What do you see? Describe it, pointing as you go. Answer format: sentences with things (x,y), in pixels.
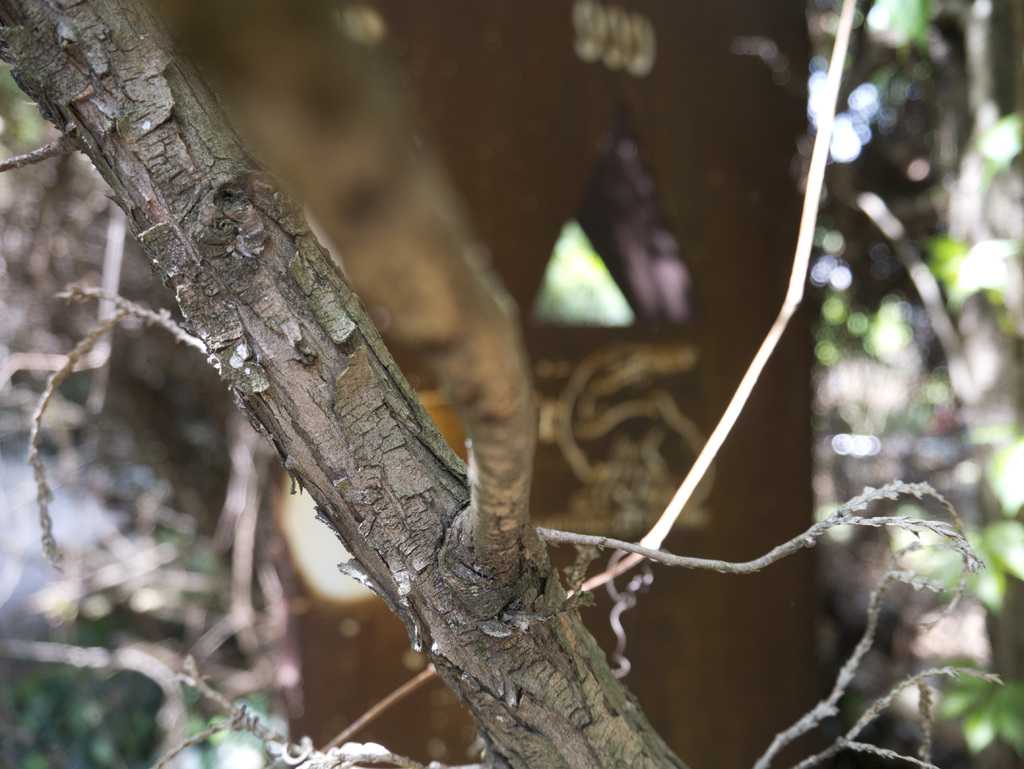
In the image we can see these are tree branches (624,735) and the background (934,255) is blurred.
